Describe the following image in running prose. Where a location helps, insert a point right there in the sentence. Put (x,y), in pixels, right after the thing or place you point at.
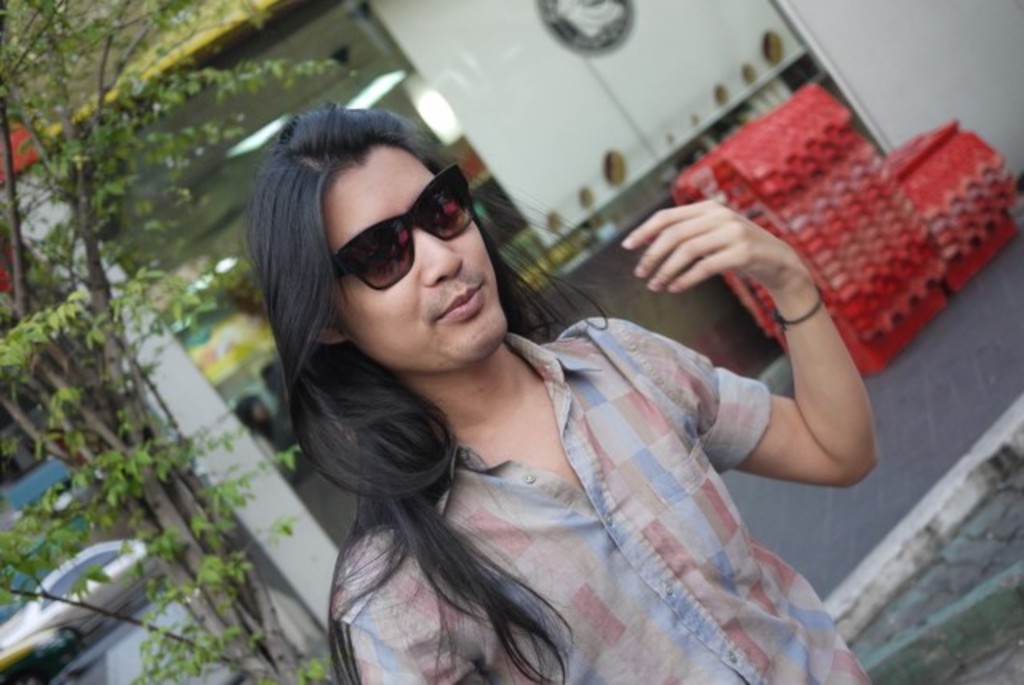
In this image we can see a person (420,371) standing and wearing sunglasses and in the background (300,34), we can see a building (470,137) and there is an object (862,326) on the floor (851,545) and there are two vehicles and a tree (101,416).
